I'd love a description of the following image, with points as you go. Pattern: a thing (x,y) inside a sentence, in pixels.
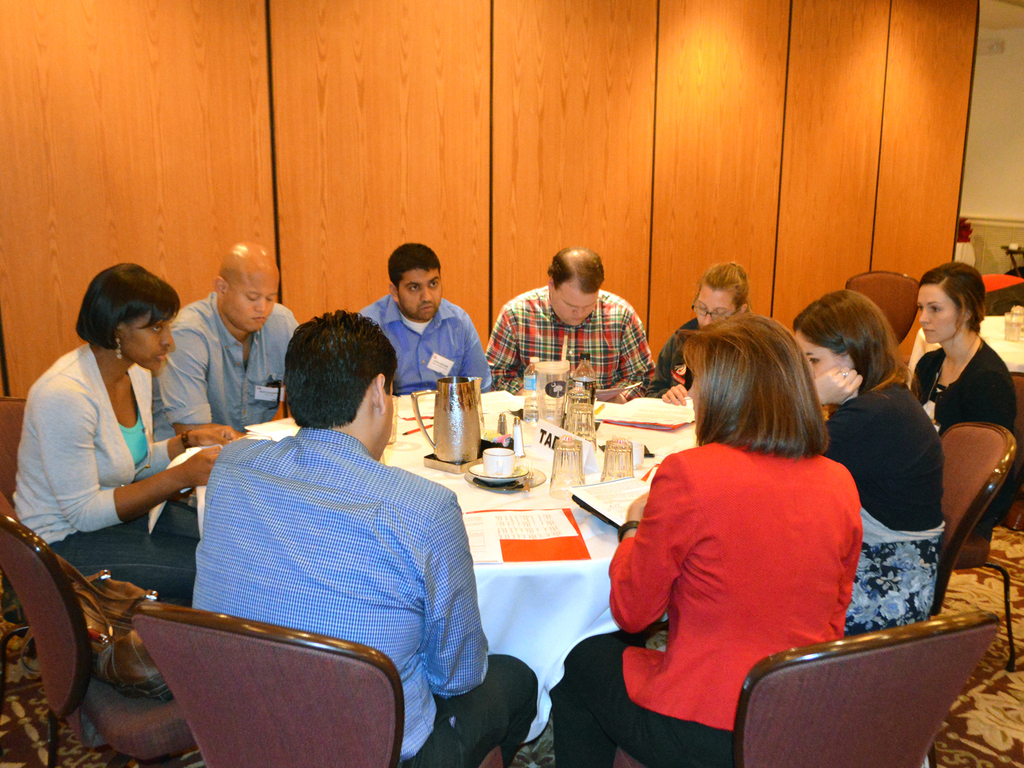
in the picture there are many people (616,369) sitting around the table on the chair (937,673) on the table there are many items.
